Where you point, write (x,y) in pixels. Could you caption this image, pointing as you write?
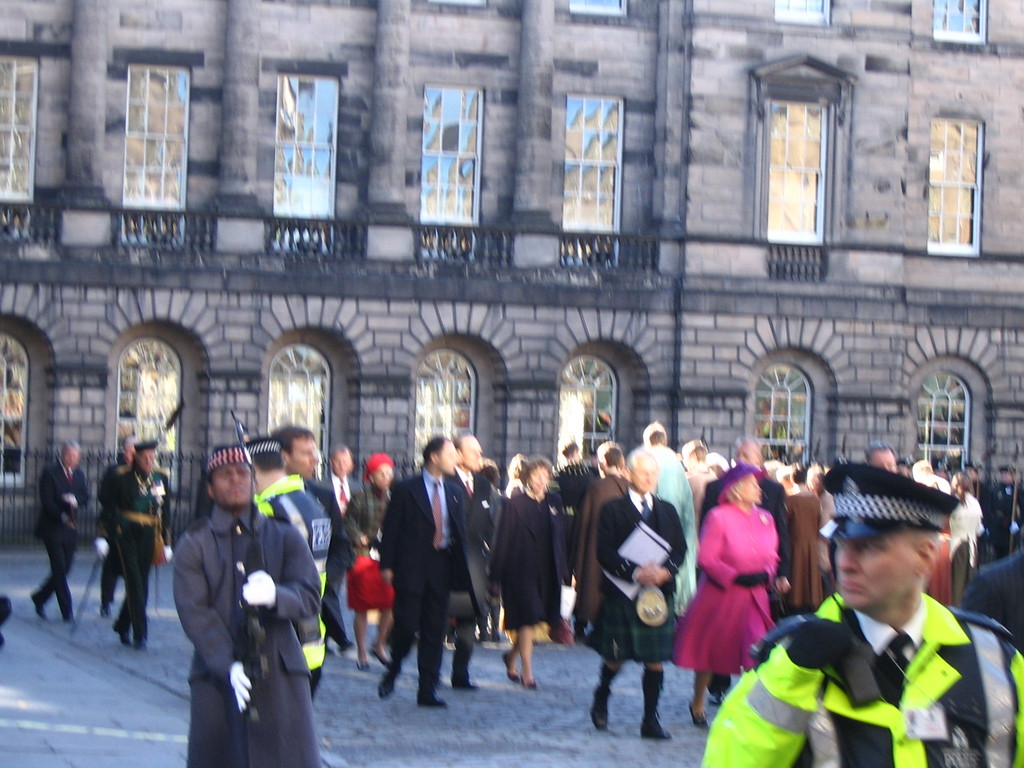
In this is a road (396,721). There are people (879,676) walking. In the background (181,21) there is a building (579,371) with stones (396,311). There are glasses (307,128) for the windows (127,191).
